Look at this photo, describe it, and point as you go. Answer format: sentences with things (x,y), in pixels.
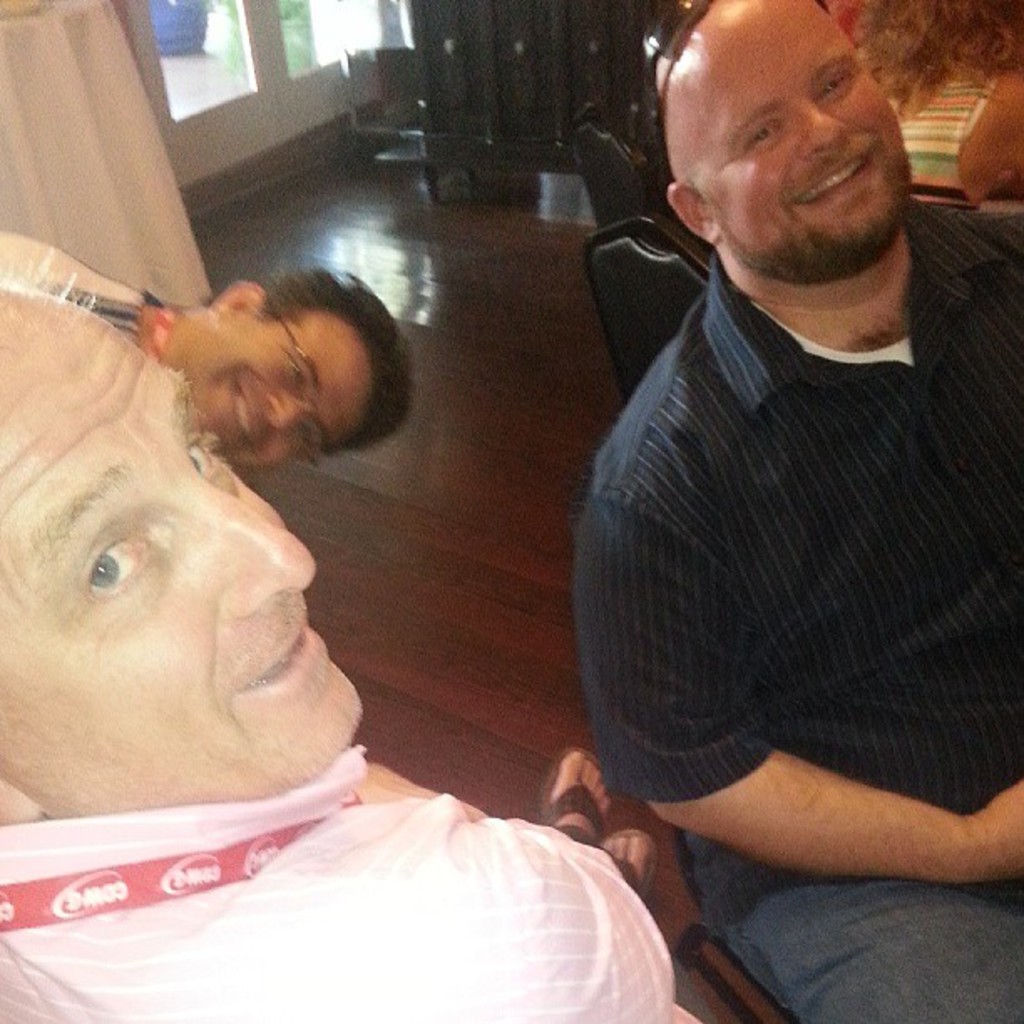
In this image we can see these persons (60,569) are sitting and smiling here we can see wooden flooring (525,556) chairs (603,316) wooden cupboards (501,117) and the glass doors (286,84) in the background (340,77).
